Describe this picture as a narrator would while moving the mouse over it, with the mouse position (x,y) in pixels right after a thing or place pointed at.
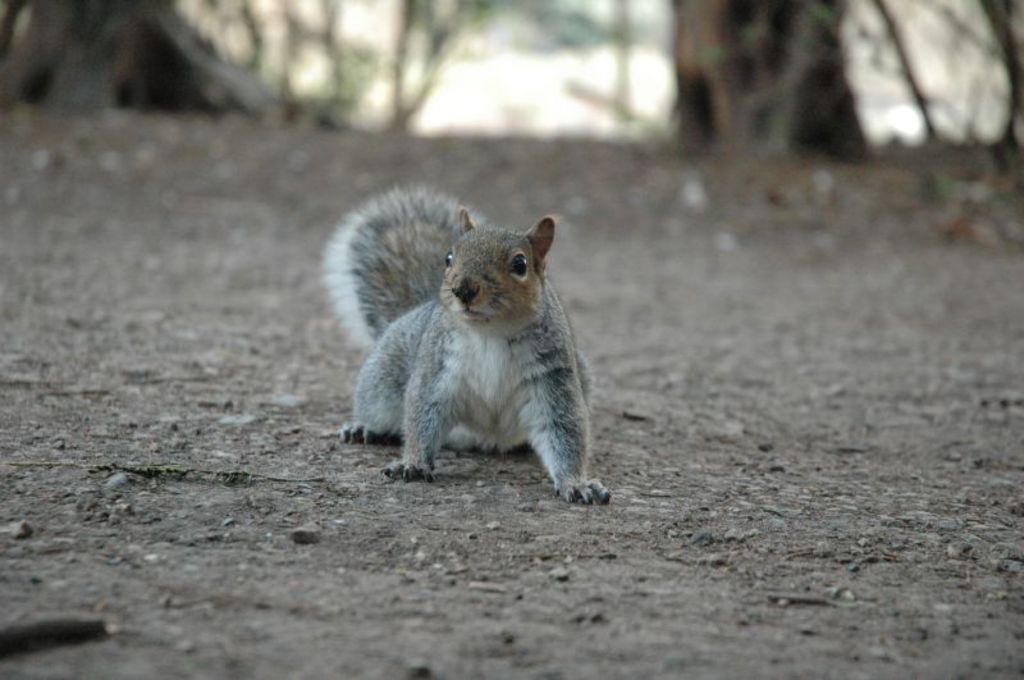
In the foreground of this image (564,302), there is a squirrel (411,469) on the ground (576,566) and in the background (403,59), we can see trees (796,63).
